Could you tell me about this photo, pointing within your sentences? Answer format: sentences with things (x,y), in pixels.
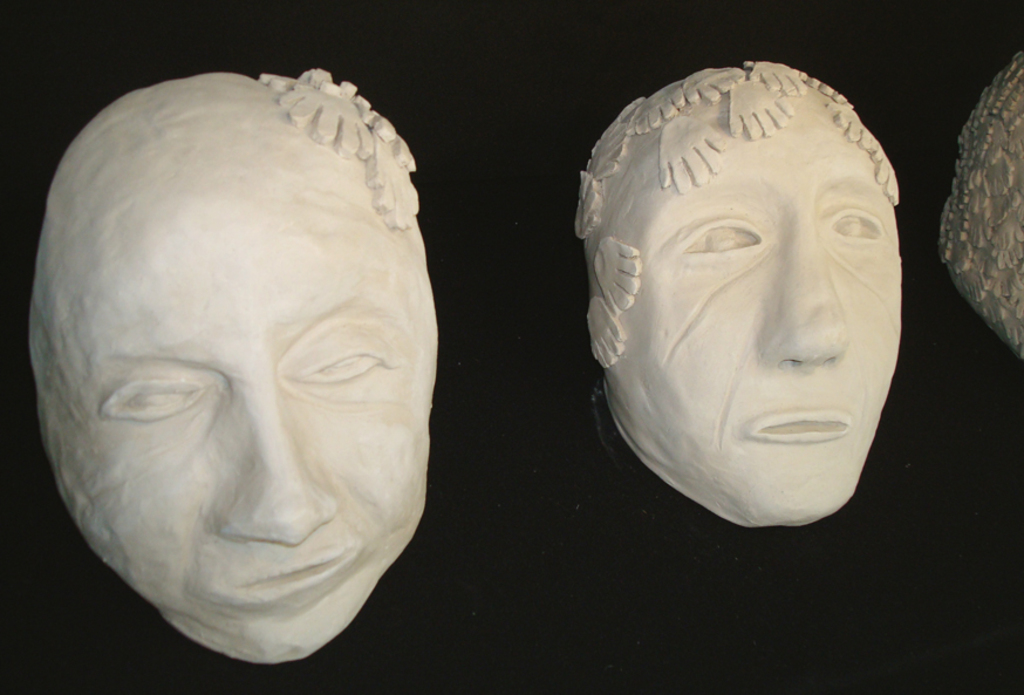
In the center of this picture (395,263) we can see the sculptures (395,235) of the faces (328,387) of persons (732,297). On the right corner (975,201) we can see an object (971,262). The background of the image (49,59) is black in color.
